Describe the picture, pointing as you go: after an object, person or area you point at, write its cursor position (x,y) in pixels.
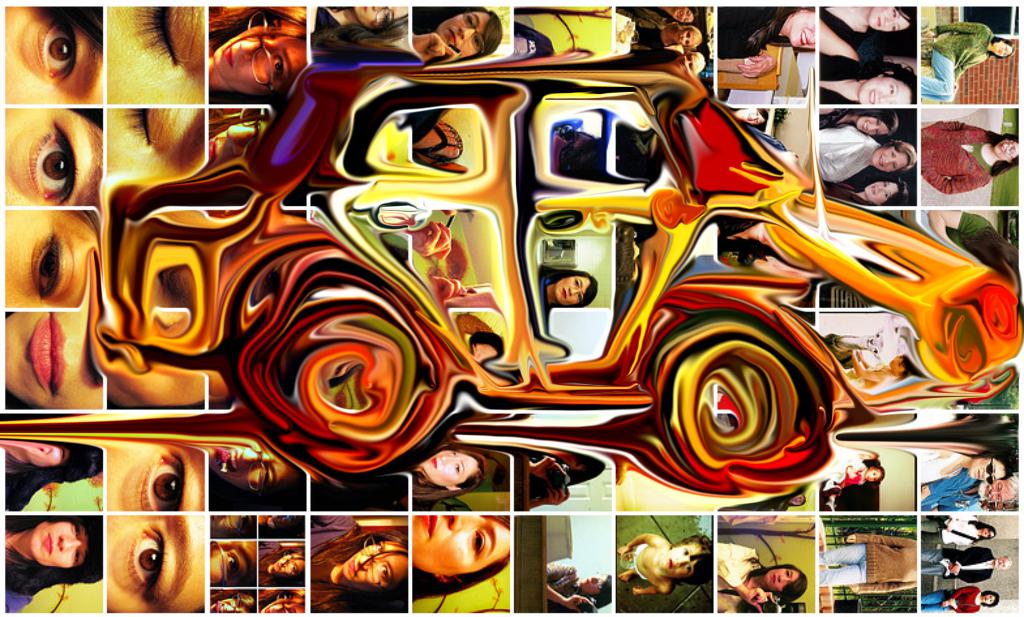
In this image we can see an edited image of a car (639,399) and in the background (613,53) there is a collage picture (164,450). In the collage picture (183,60) we can see persons (863,556).
